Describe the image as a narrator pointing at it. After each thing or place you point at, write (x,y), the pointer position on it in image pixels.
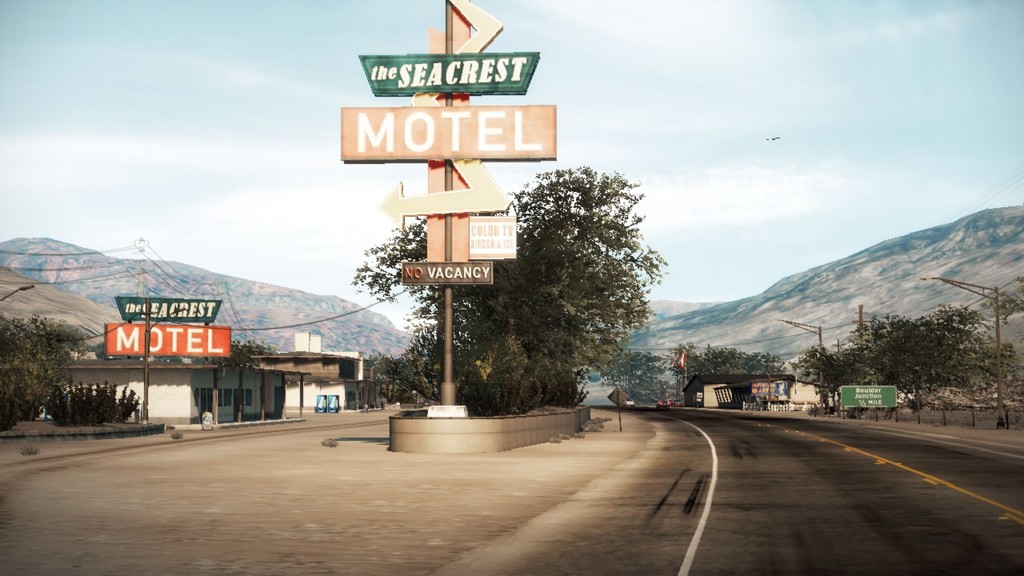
At the bottom of the image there is road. In the middle of the image (449,240) there are some poles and sign boards (508,252) and trees (10,342) and buildings (231,385). At the top of the image (615,69) there are some clouds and sky (983,28).
